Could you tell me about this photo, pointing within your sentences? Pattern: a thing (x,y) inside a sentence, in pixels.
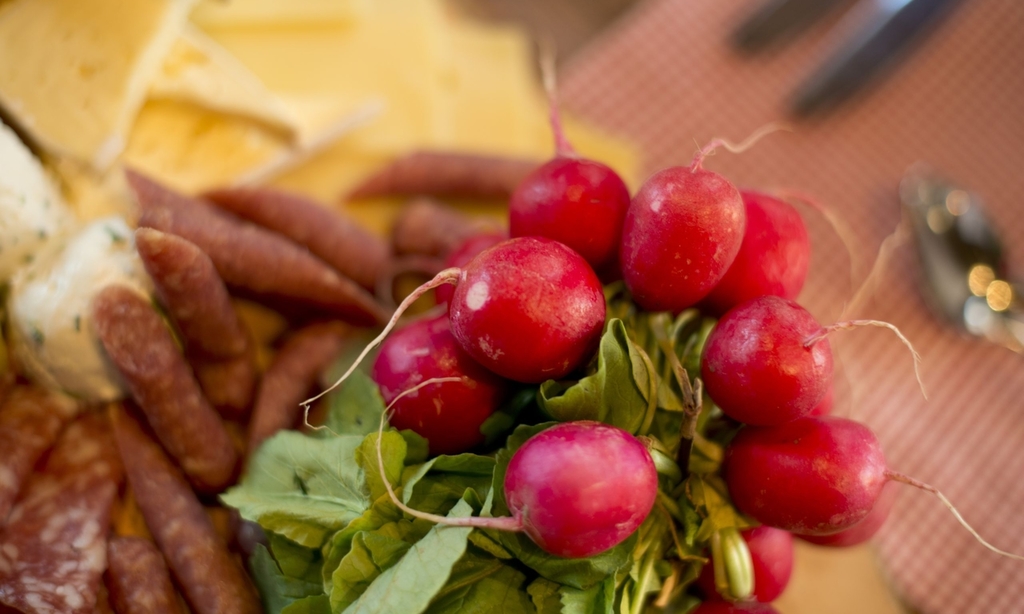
In this image we can see some food (419,340) such as radish (541,443) and sausages (196,542) which are placed on the table (1003,383). We can also see a spoon (938,272) beside it.
